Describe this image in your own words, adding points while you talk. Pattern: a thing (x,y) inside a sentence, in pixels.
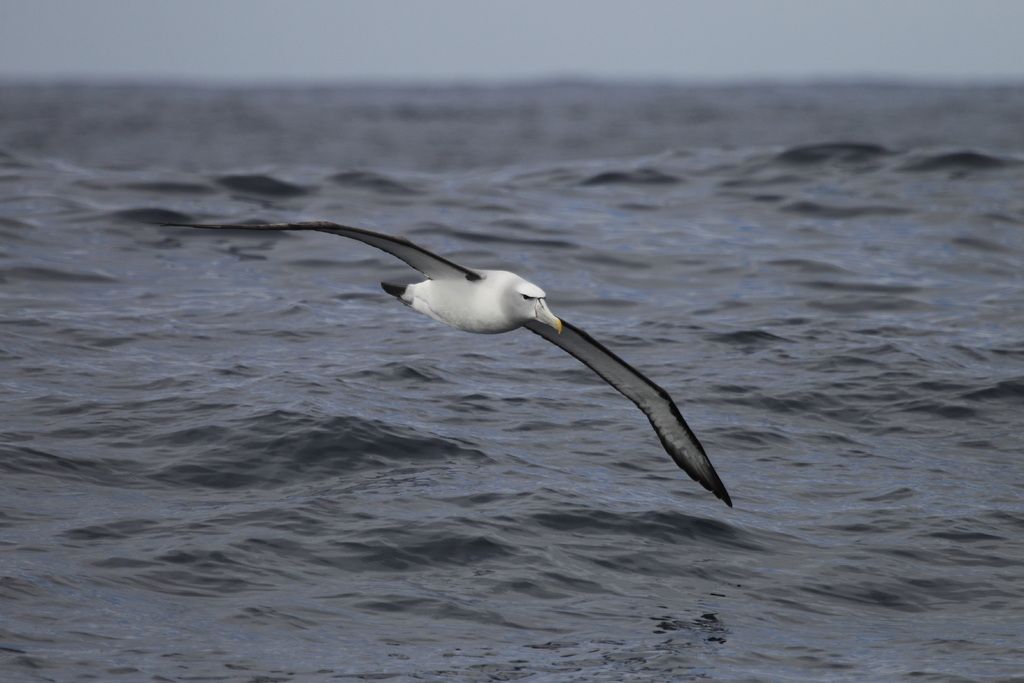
In the picture we can see a bird (475,292) which is in black and white color is flying and we can see water (84,440).
